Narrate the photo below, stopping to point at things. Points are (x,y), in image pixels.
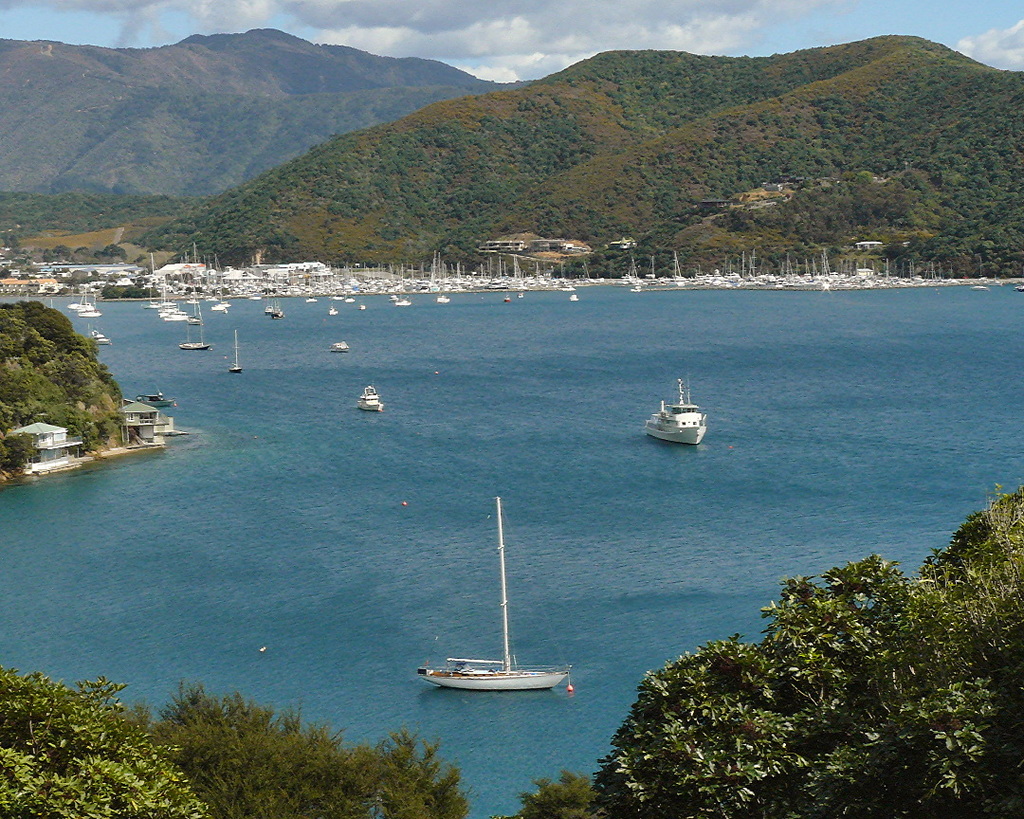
In this image I can see few boats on the water (993,395). The boats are in white color, background (810,4) I can see trees (15,102) in green color and the sky (600,38) is in white and blue color.
